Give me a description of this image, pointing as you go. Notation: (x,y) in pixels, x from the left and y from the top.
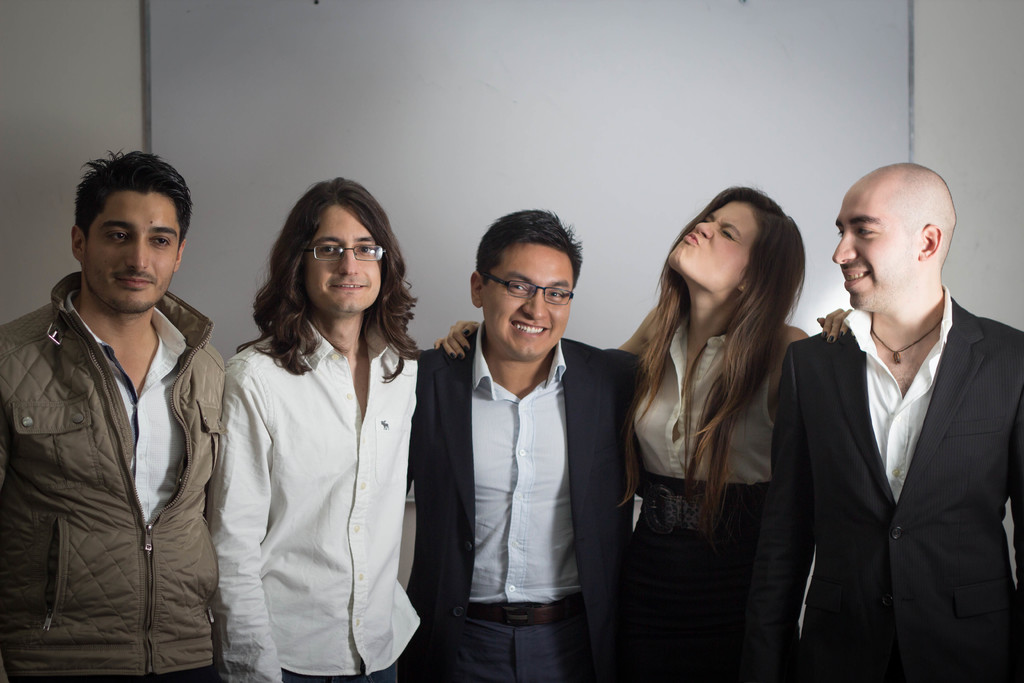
In this image there are group of people (95,367) standing together and smiling behind them there is a board (738,173) in the wall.
